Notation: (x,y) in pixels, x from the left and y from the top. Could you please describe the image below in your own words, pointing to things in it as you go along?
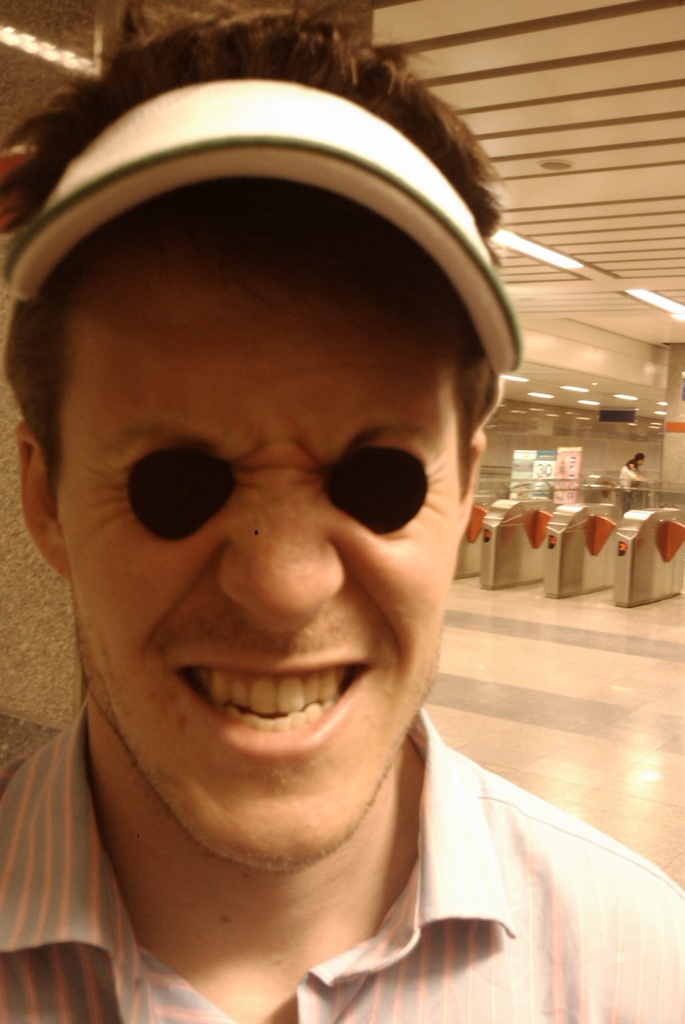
In this image I can see a man (266,390) in the front (176,309) and I can see he is wearing a cap (361,191). I can also see he is wearing a shirt (59,862). In the background of the image (544,478) I can see few boards (552,471), one person (631,458) and few lights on the ceiling (665,204). I can also see something is written on these boards (558,476).
